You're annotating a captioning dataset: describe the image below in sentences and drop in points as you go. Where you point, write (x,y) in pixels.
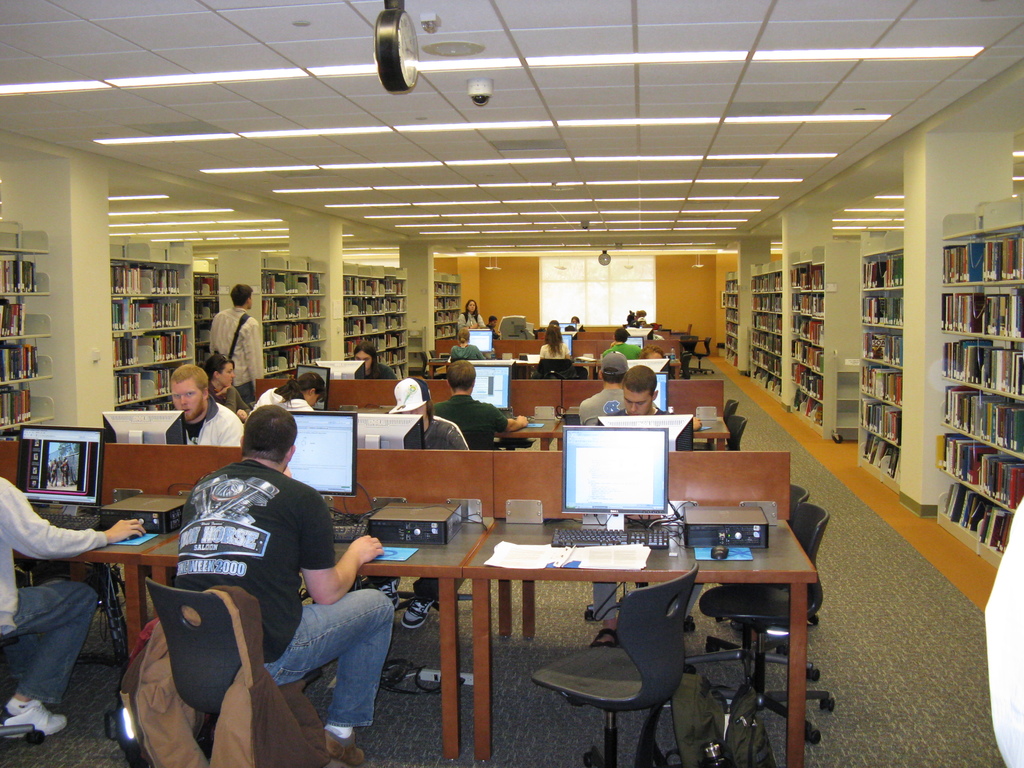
In the picture we can find some people (23,682) are sitting in the chairs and operating systems (336,525) on the desks (153,482). In the background (810,339) we can see a racks (829,308) and full of books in it. In the ceiling (89,147) we can see clock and hidden cameras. And the man (320,533) is sitting in the first he wear black T-shirt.
